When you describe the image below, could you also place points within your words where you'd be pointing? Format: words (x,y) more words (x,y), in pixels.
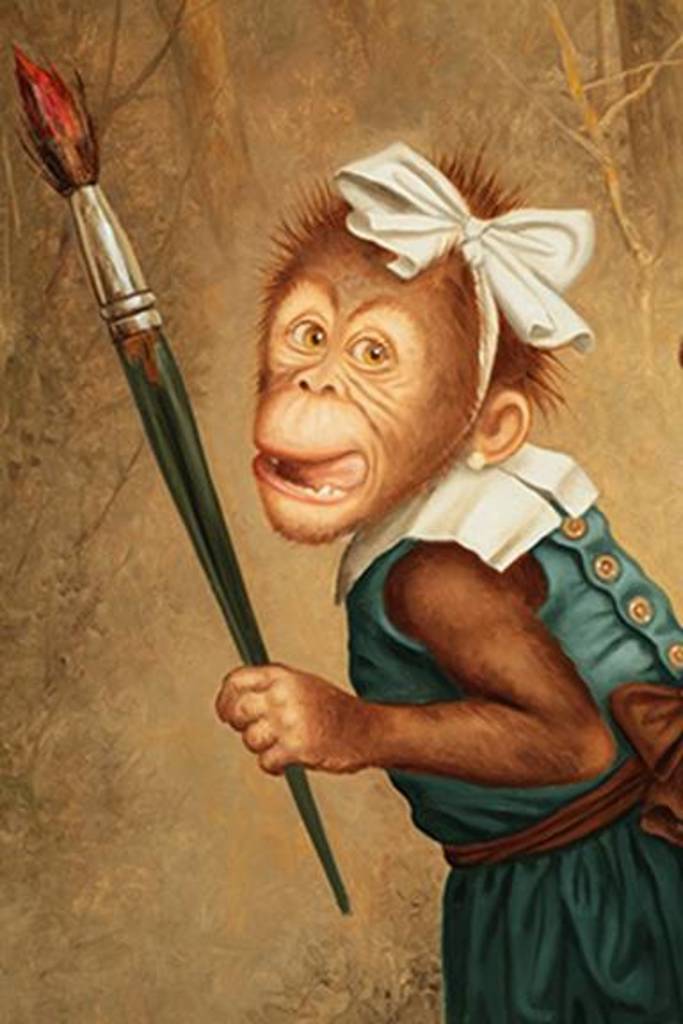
In this image, we can see a painting (476,611) of a monkey (520,632) wearing blue color dress (600,847) and holding a painting brush (204,468) with its hand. In the background (86,72), we can see brown color.
